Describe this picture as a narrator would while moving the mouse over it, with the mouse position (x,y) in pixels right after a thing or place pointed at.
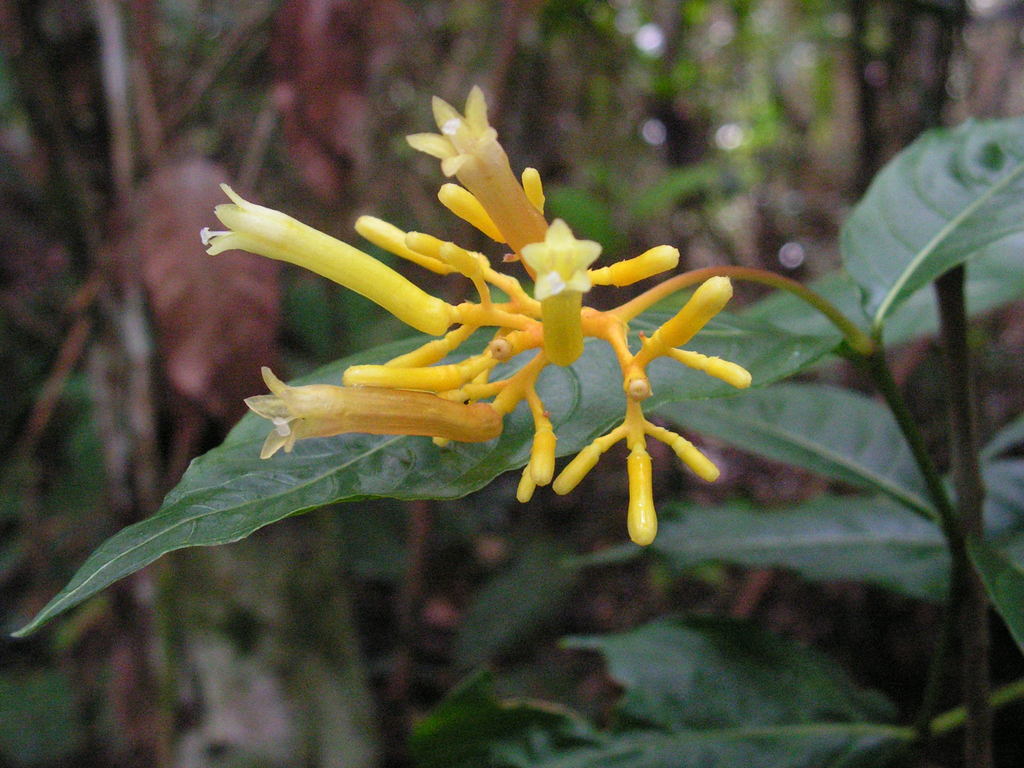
In this image I can see yellow color flowers (562,353) and green color leaves (778,377). I can also see this image is little bit blurry from background (1012,38).
